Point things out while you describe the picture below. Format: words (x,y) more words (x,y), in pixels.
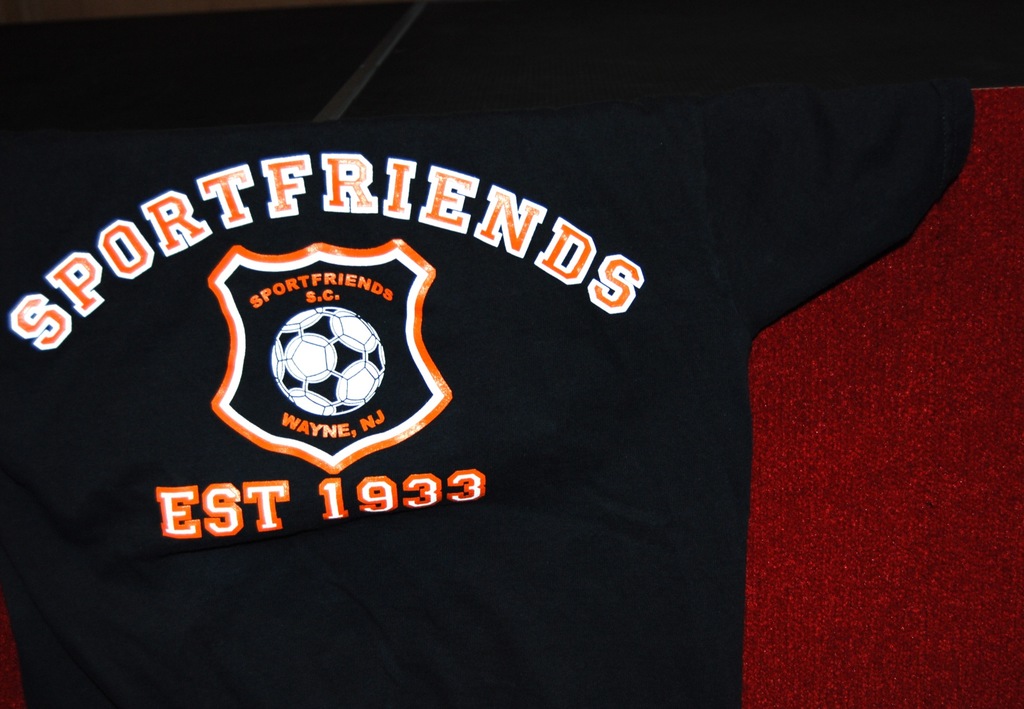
In this image we can see a t-shirt (457,407). On the t-shirt (267,282) there is some text (87,277), numbers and logo (346,396). In the background of the image (827,497) there are objects (403,60).
